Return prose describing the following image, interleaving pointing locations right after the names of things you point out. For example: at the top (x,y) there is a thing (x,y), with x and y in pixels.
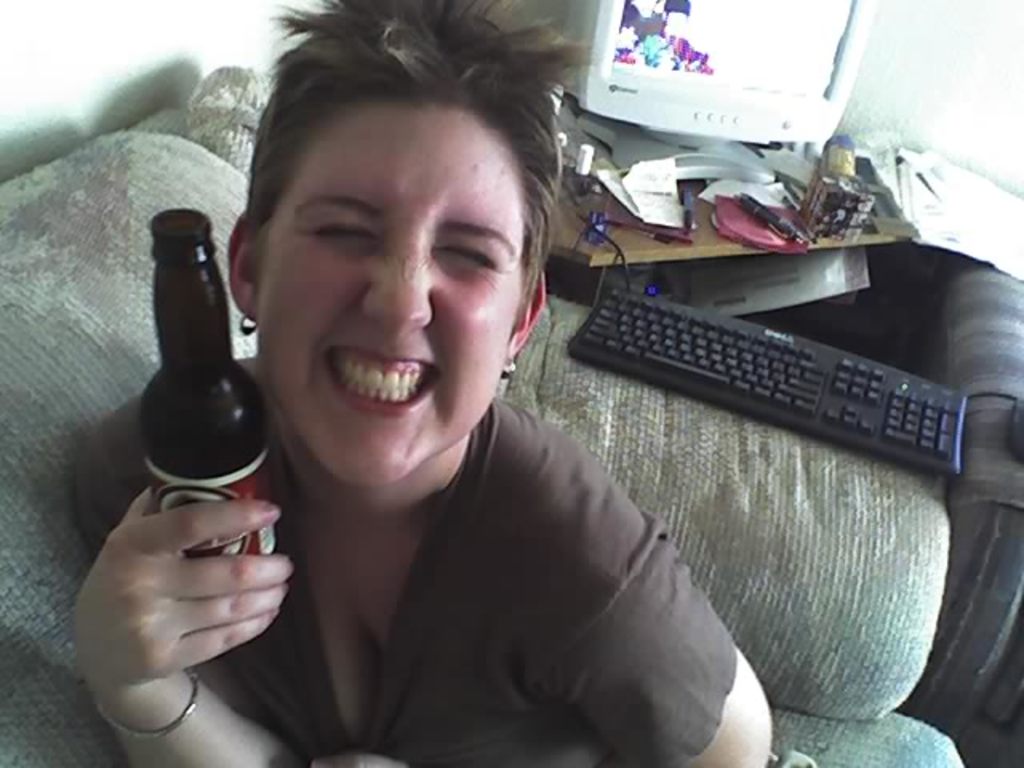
In this image I can see a person (338,388) holding the bottle (204,443). To the back of that person (533,180) there is a system (751,59) and some objects (796,229) on the table (739,251).
